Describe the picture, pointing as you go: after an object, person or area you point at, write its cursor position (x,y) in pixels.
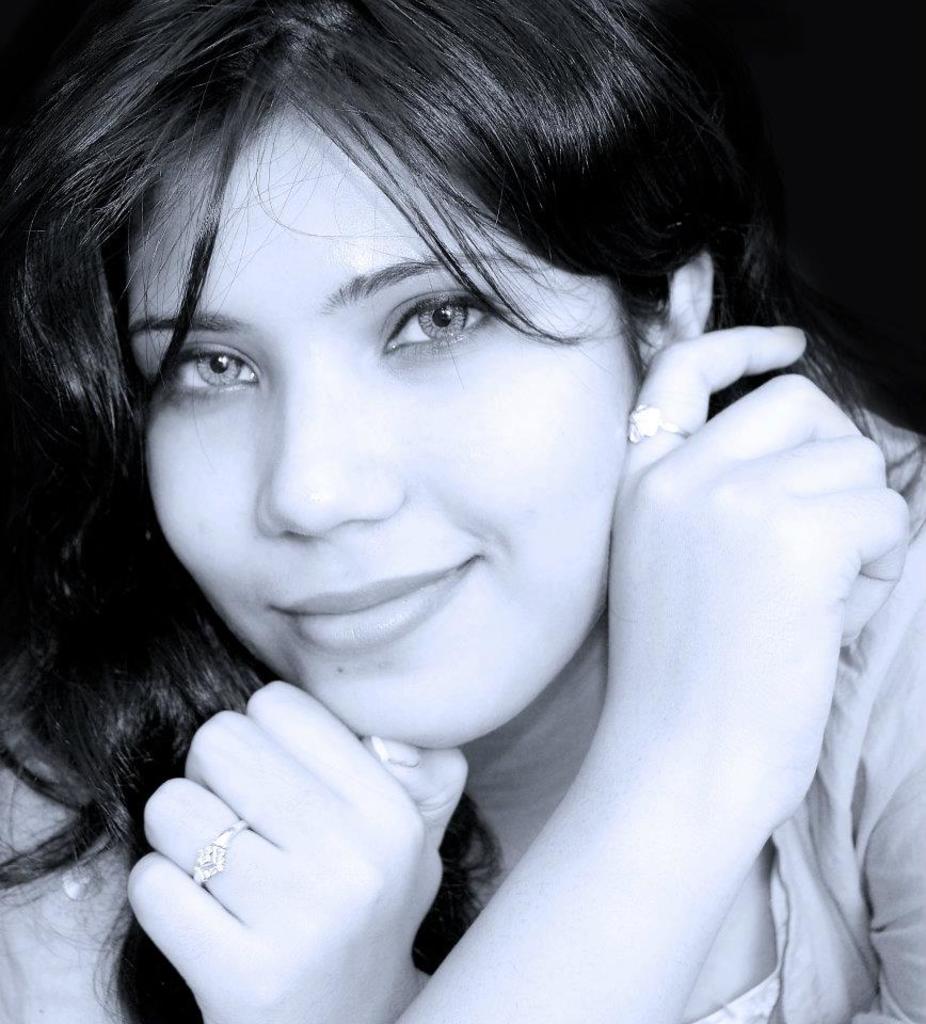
This is a black and white image. In this image we can see a woman (460,592).
